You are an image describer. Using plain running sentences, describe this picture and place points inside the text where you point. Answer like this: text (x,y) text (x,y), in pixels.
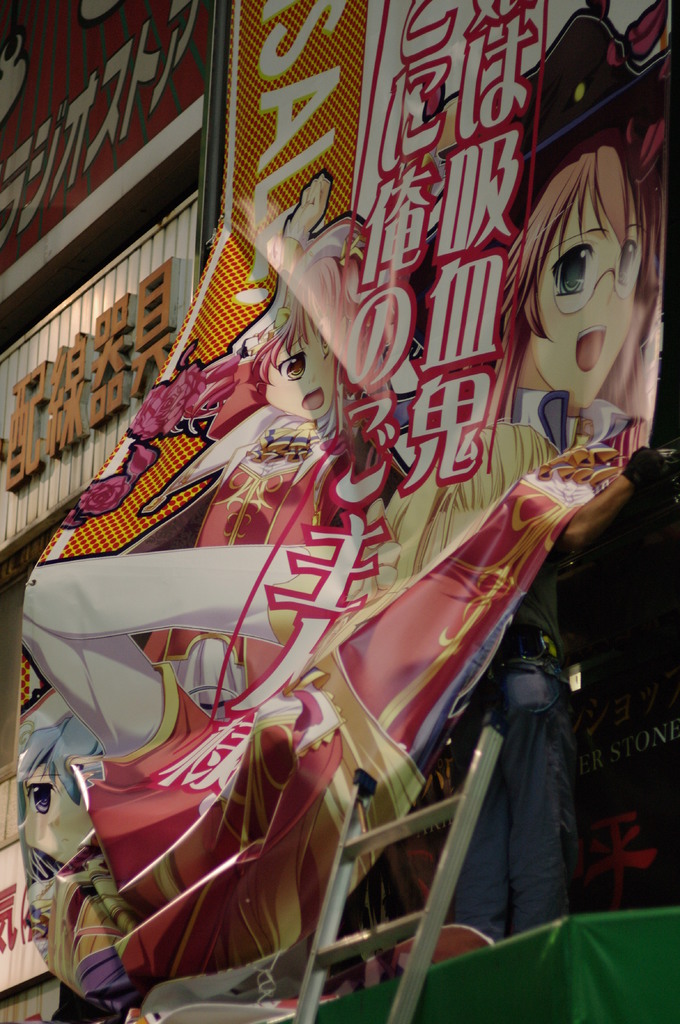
In this image we can see banners (266,524) and name boards (169,84). On that something is written. Also there are animated characters (266,451). At the bottom (326,906) there is a ladder (412,928).
